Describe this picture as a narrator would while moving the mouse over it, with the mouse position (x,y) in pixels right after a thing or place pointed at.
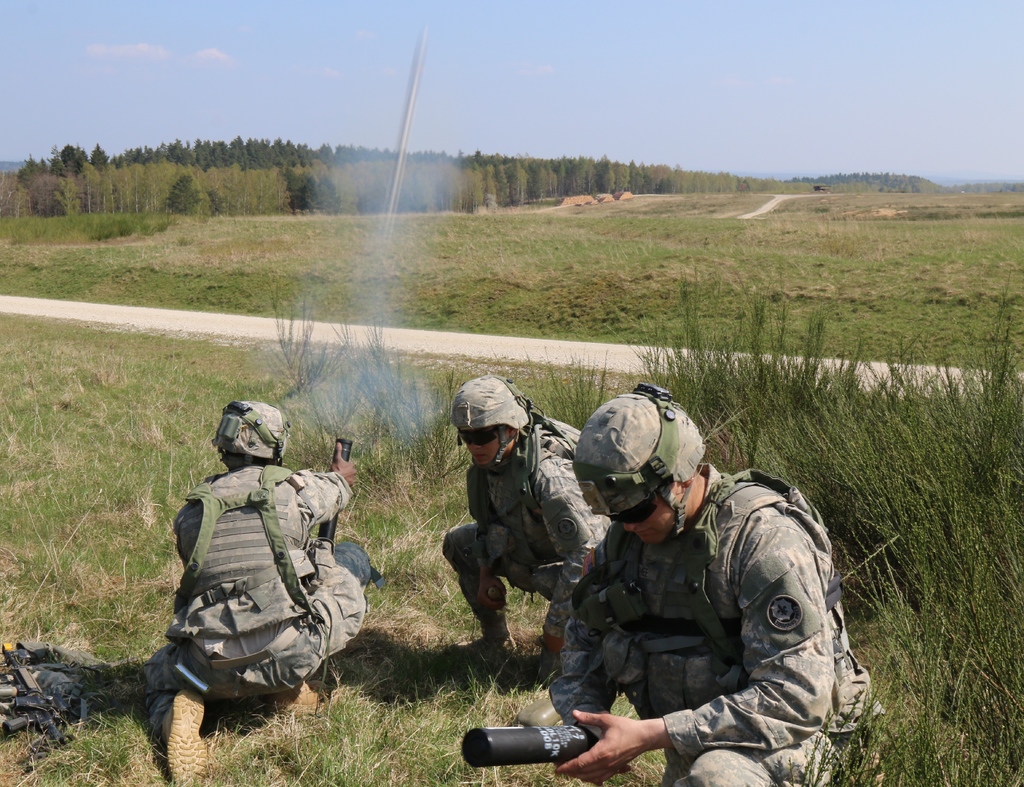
In this image there are three military officers (306,535) sitting in the grass (440,609) by holding the missiles (488,738). At the top (724,77) there is the sky (690,79). In the background (142,218) there is a land (333,247) on which there are trees (496,165). In the middle (452,334) there's a way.
